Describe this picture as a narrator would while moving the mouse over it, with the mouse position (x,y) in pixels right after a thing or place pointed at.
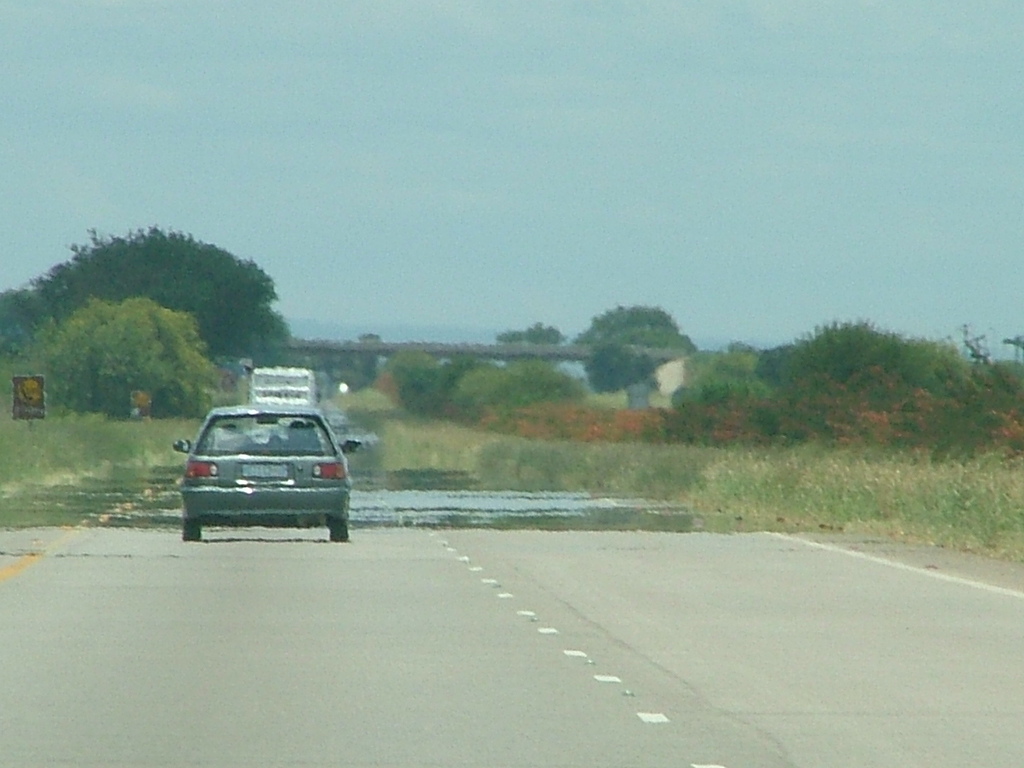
In this image we can see some vehicles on the road (338,412), some boards (29,410) with poles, one bridge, some current poles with wires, some trees (244,326), bushes (779,353), plants (877,375) and grass (18,448) on the ground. At the top (368,104) there is the sky (332,235).
